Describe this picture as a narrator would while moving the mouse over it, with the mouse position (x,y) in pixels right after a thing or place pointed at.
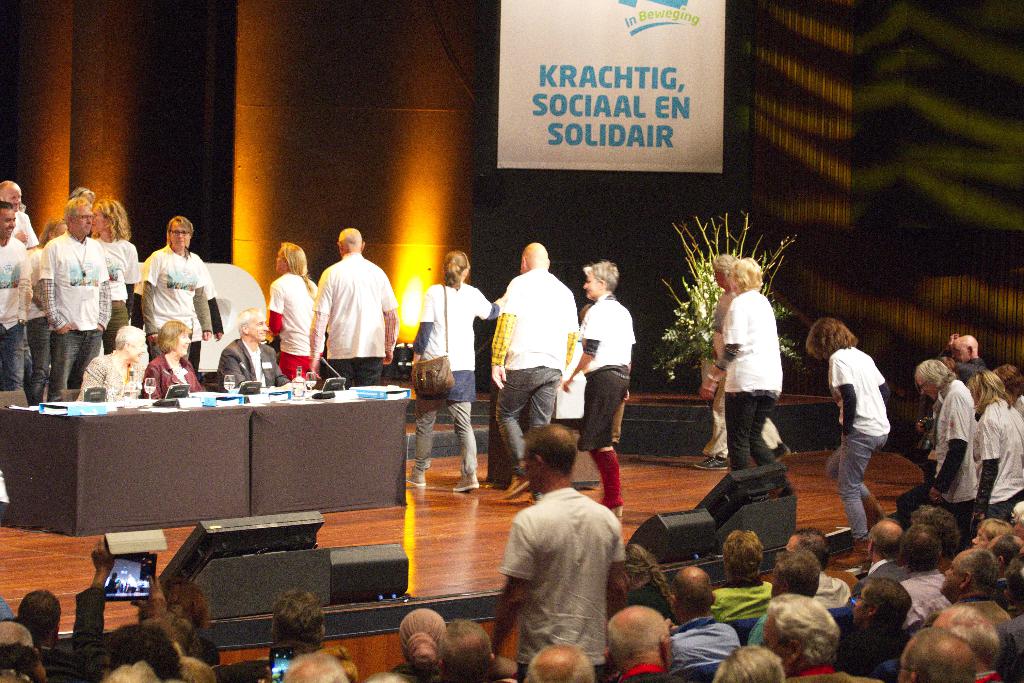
In this image, there is a brown color floor (442,549), there are some people (541,655) sitting on the chairs (893,669), at the right side (1008,468) there are some people (880,434) walking, at the left side (152,449) there are some tables (166,453) and there are some people (170,371) sitting on the chairs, at the top (565,5) there is a white color poster (557,46).
